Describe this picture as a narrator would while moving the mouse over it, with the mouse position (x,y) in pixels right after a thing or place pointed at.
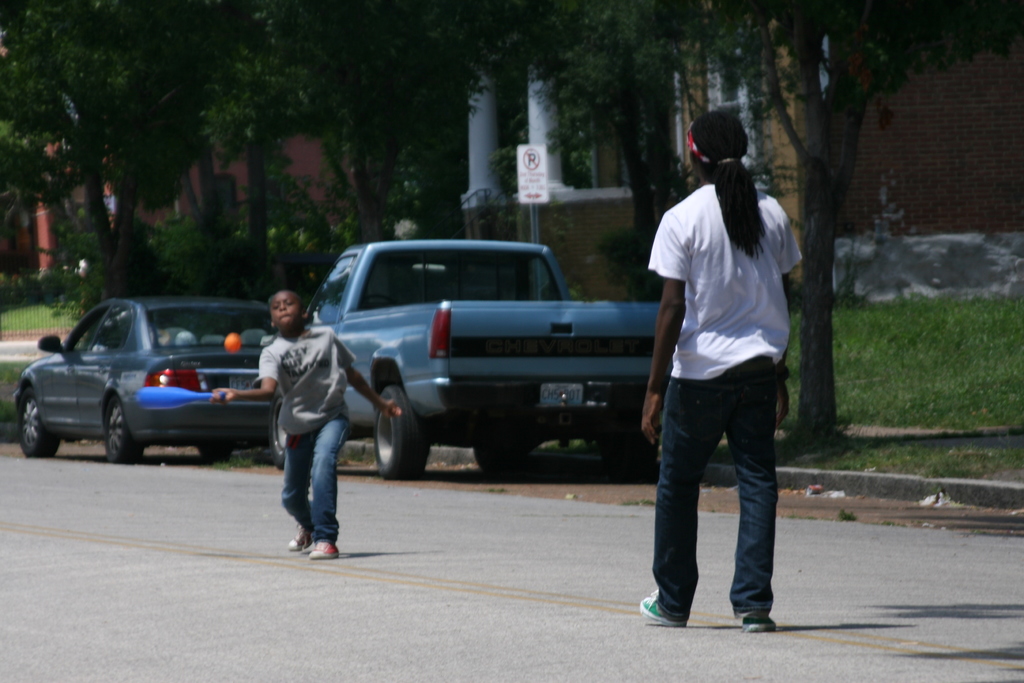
In this image there is a man (717,382) and a boy (303,342) playing baseball on a road (237,551) and there are vehicles (450,384), in the background (323,138) there are trees (649,119).
